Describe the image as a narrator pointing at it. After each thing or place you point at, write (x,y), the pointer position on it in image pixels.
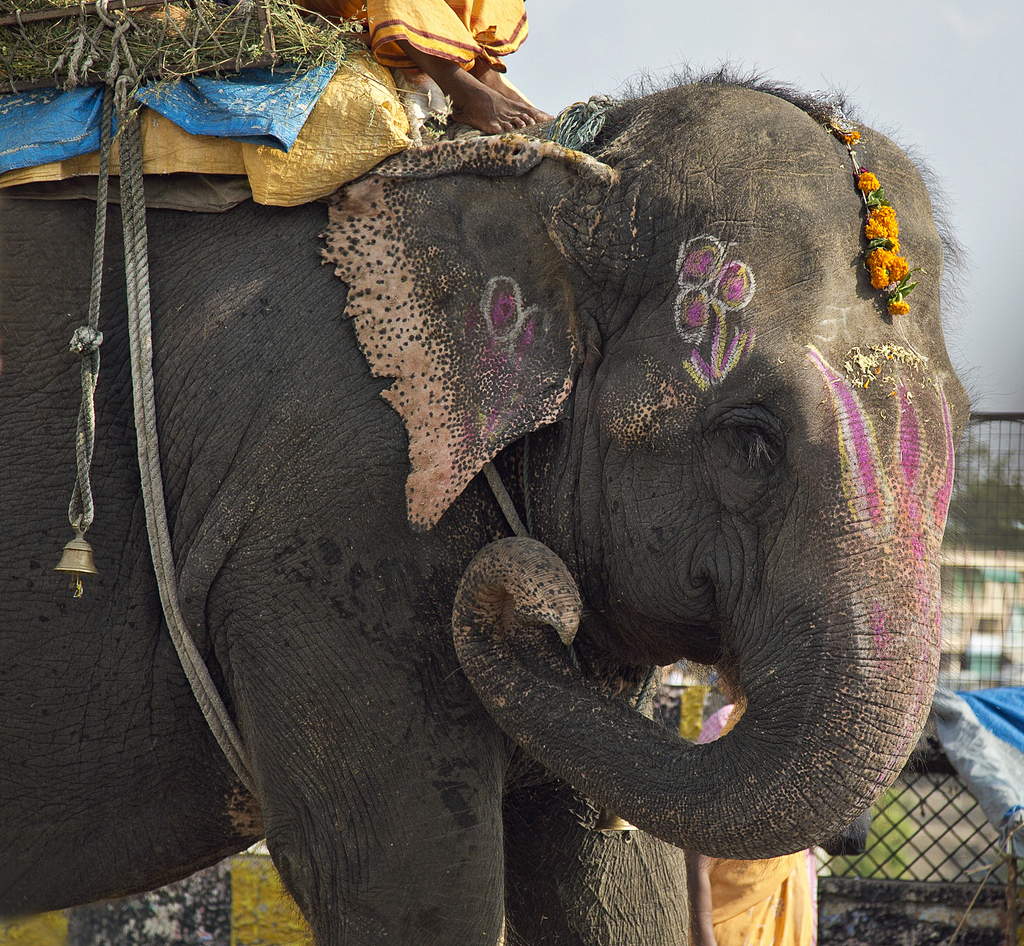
In the picture we can see an elephant (500,818) with some designs (913,509) on its face (698,483) and on the top of the elephant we can see some things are tied with a rope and beside the elephant (671,481) we can see a woman (711,939) standing and beside her we can see a fencing wall (897,878) and behind it we can see the sky (693,7).
